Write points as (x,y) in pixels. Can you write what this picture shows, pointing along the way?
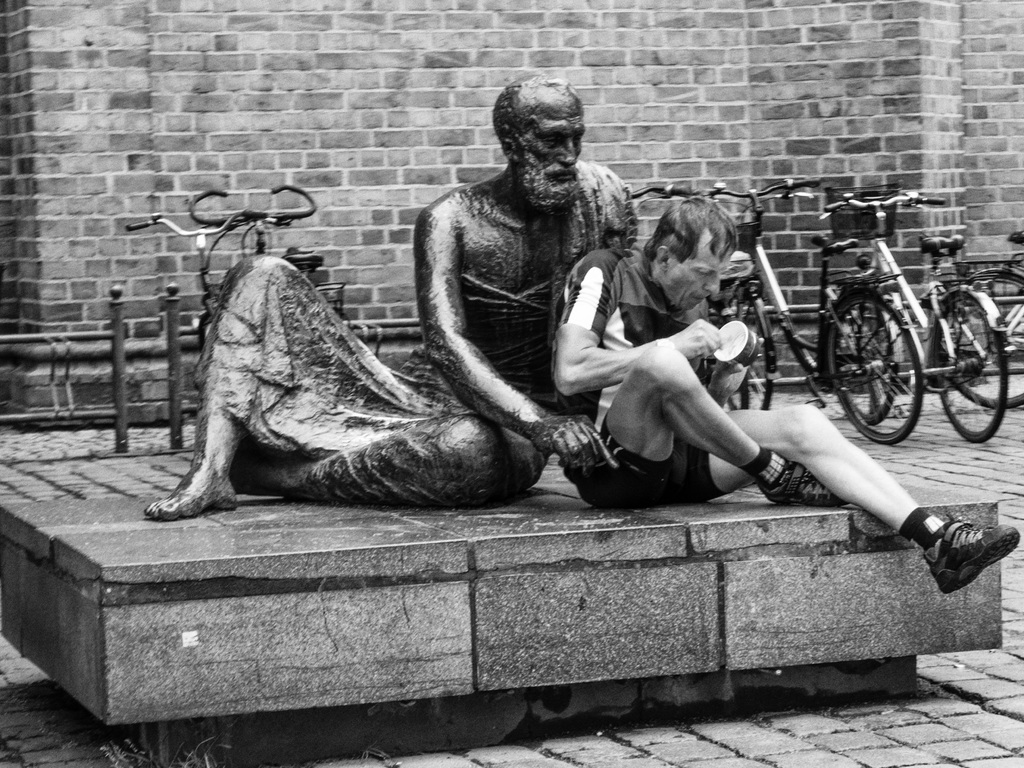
This image is a black and white image. This image is taken outdoors. In the background (181,130) there is a wall (873,134). A few bicycles (261,226) are parked on the floor (1003,420). At the bottom of the image (873,714) there is a floor (444,760). In the middle of the image (495,433) there is a sculpture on the stage (782,529) and a man (579,265) is sitting on the stage (624,540) and holding a bowl (737,344) in his hands (696,342).
